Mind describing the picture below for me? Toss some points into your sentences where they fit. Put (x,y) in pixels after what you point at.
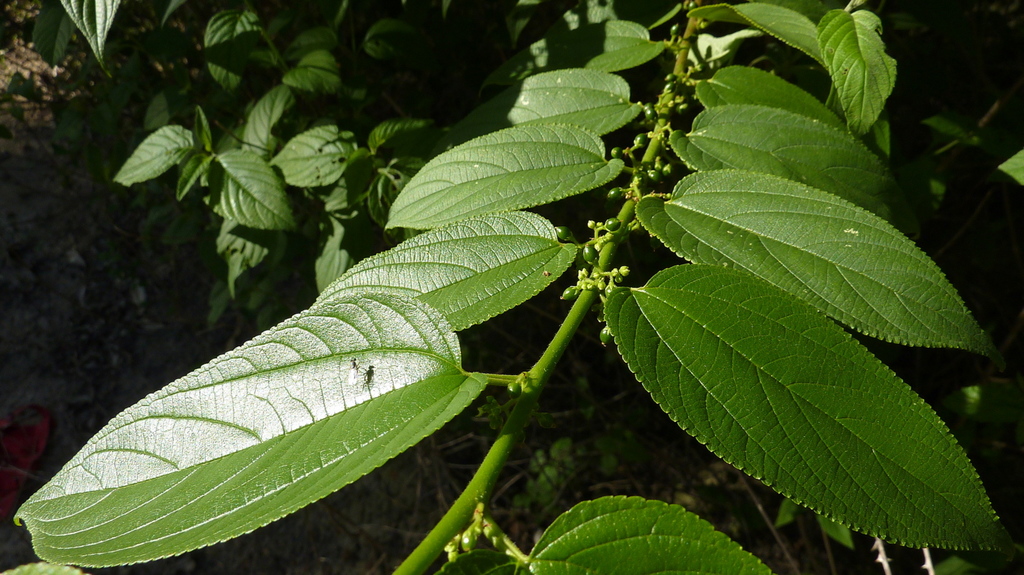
Here we can see green leaves (183,140) and stem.
